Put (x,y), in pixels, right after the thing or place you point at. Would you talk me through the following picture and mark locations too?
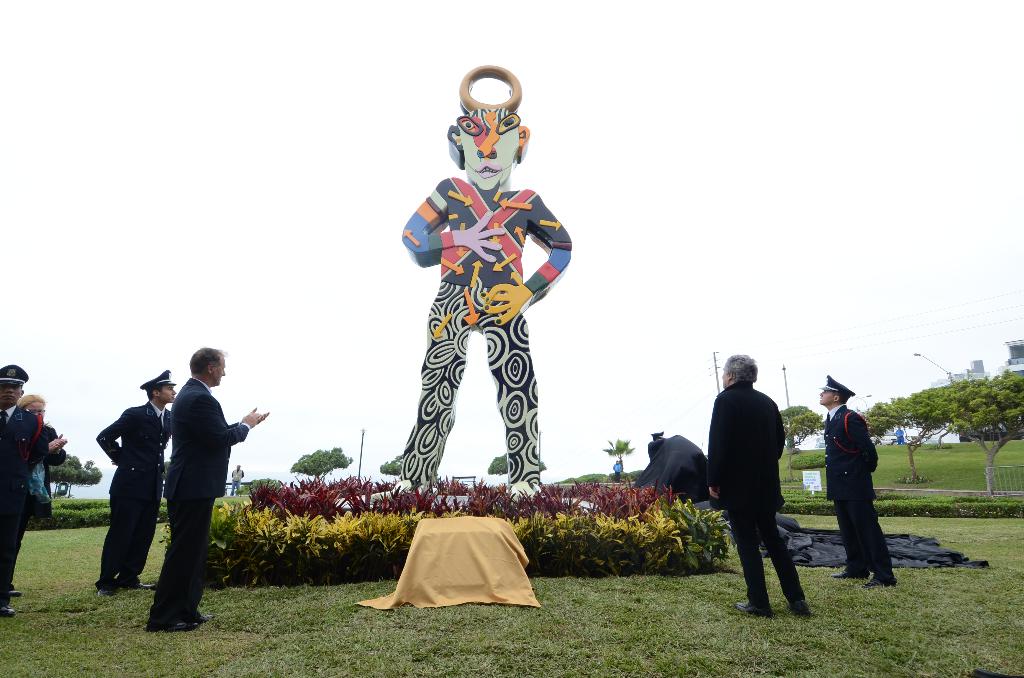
This is an outside view. In the middle of the image (502,364) there is a statue (464,236). Around this there are few plants (406,492). It seems to be a garden (641,567). Here I can see few people (167,500) are standing. On the ground (586,647), I can see the grass (617,643). In the background (979,413) there are trees (951,413). At the top of the image (789,174) I can see the sky (789,174).
